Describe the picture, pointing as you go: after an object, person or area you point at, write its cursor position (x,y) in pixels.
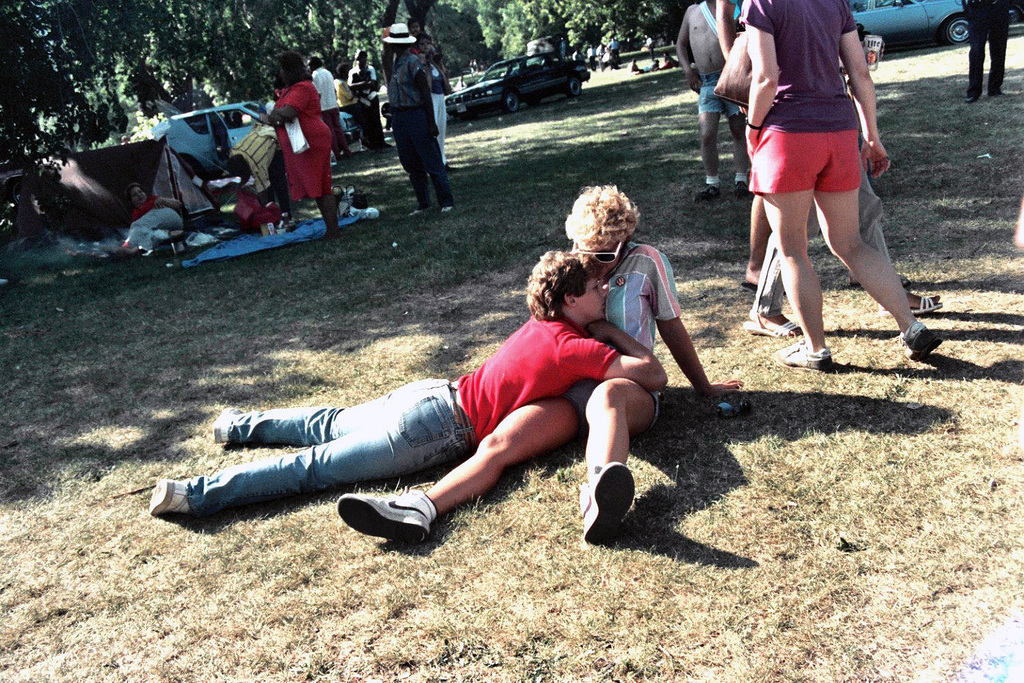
In the foreground of the picture (485,319) there are people (550,355) and grass (476,253). In the middle of the picture (399,231) there are people (439,130), trees (7,66), tents (83,180), cars (468,108), grass (384,157), mat (269,241). In the background (458,51) there are trees (438,14).
